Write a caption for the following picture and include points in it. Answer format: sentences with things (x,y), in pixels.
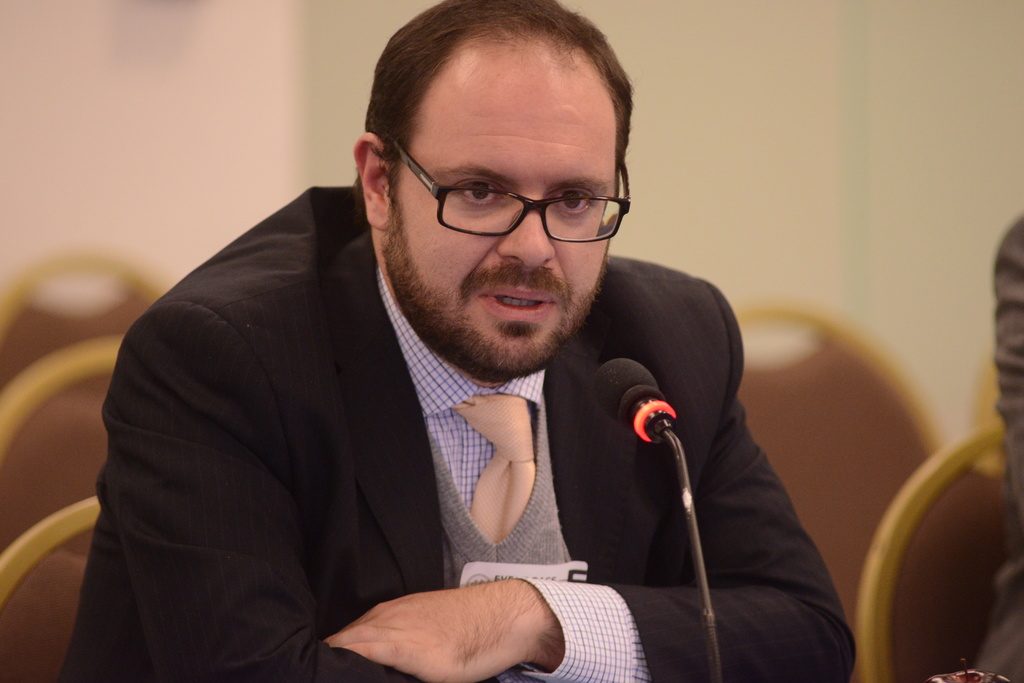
In this picture there is a man (320,311) in the center of the image (543,379) in front of a mic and there are chairs (836,440) in the background area of the image (836,440) and there is another person (1005,330) on the right side of the image (1023,430).
